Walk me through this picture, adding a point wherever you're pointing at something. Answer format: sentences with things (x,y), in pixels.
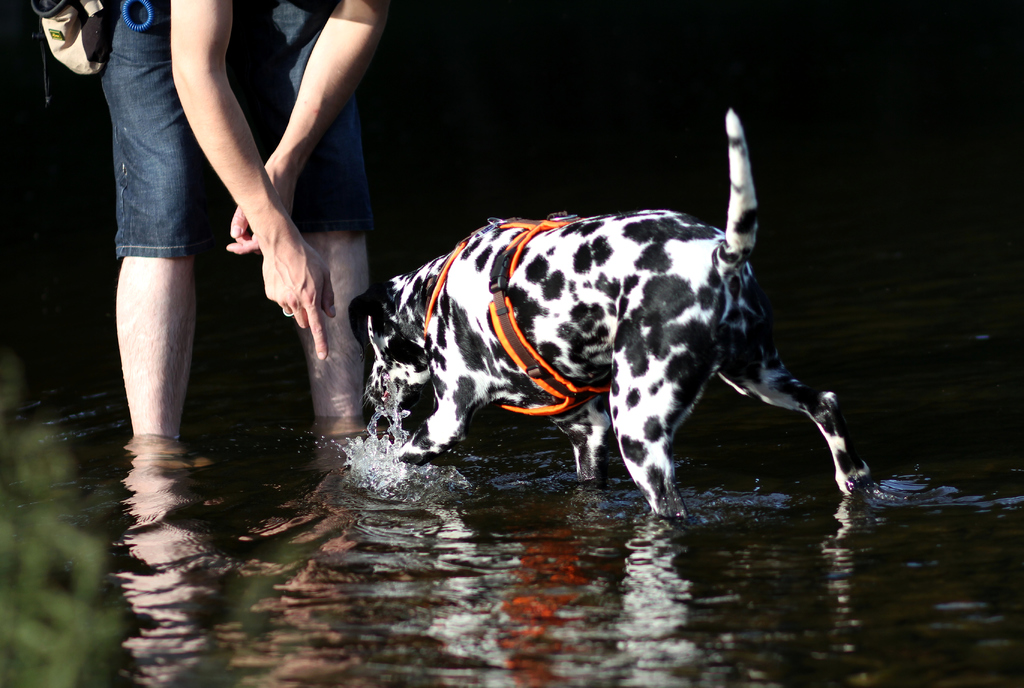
In this picture I can see there is a dog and a man (319,416) standing in the water (429,510) and there is a plant (54,533) here on the left (58,671) and the backdrop (505,111) is dark.
